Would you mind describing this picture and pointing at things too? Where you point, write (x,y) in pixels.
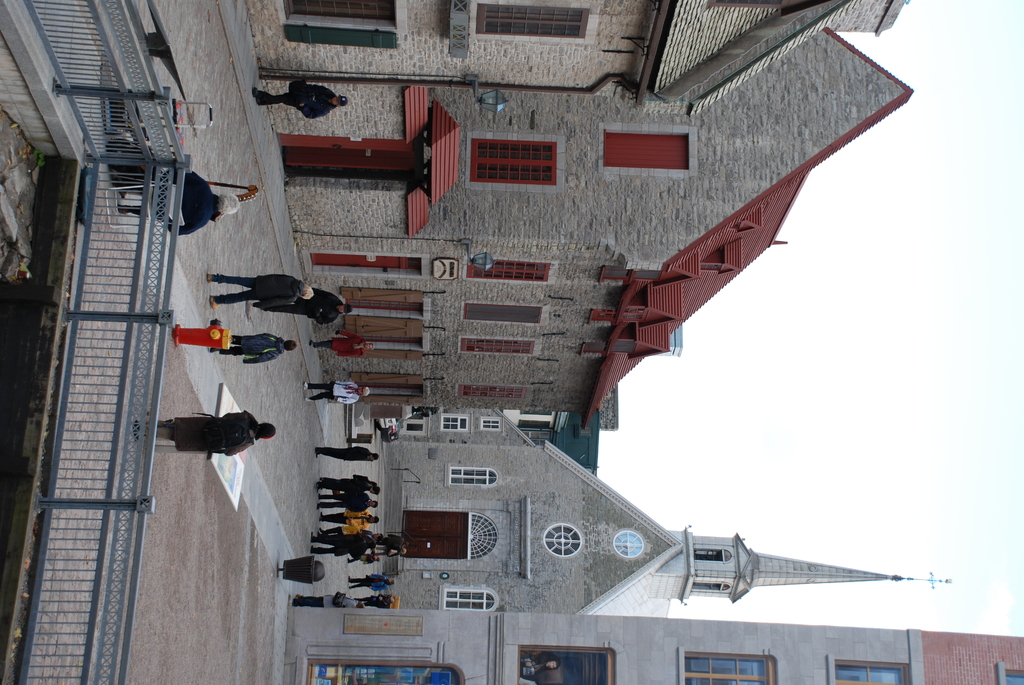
In the middle of the picture (462,428) I can see one church (587,484). On the right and left side of the image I can see the buildings (566,335). In front (345,455) I can see a few people (366,485) are standing and few people (323,491) are walking.
